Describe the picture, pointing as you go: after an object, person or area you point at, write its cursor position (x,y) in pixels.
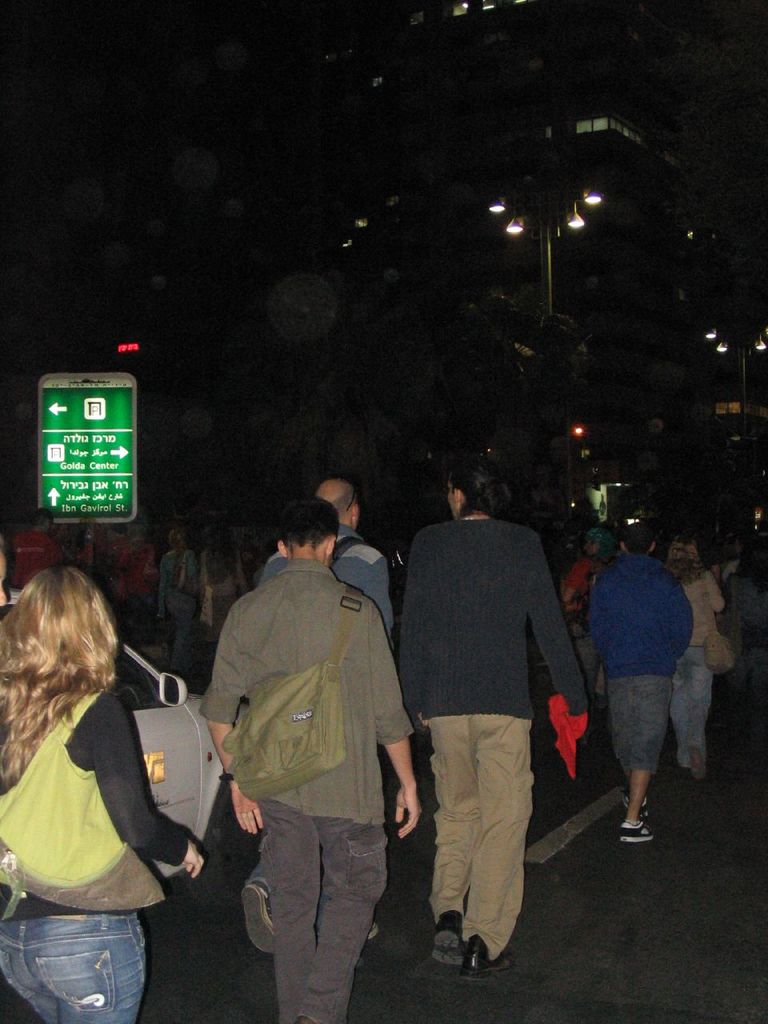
In the foreground of this image (473,785), there are people (473,785) wearing bags (261,751) and walking on the road (575,928). We can also see a car (199,750), a board (108,443), few lights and the buildings (646,207) in the dark.
